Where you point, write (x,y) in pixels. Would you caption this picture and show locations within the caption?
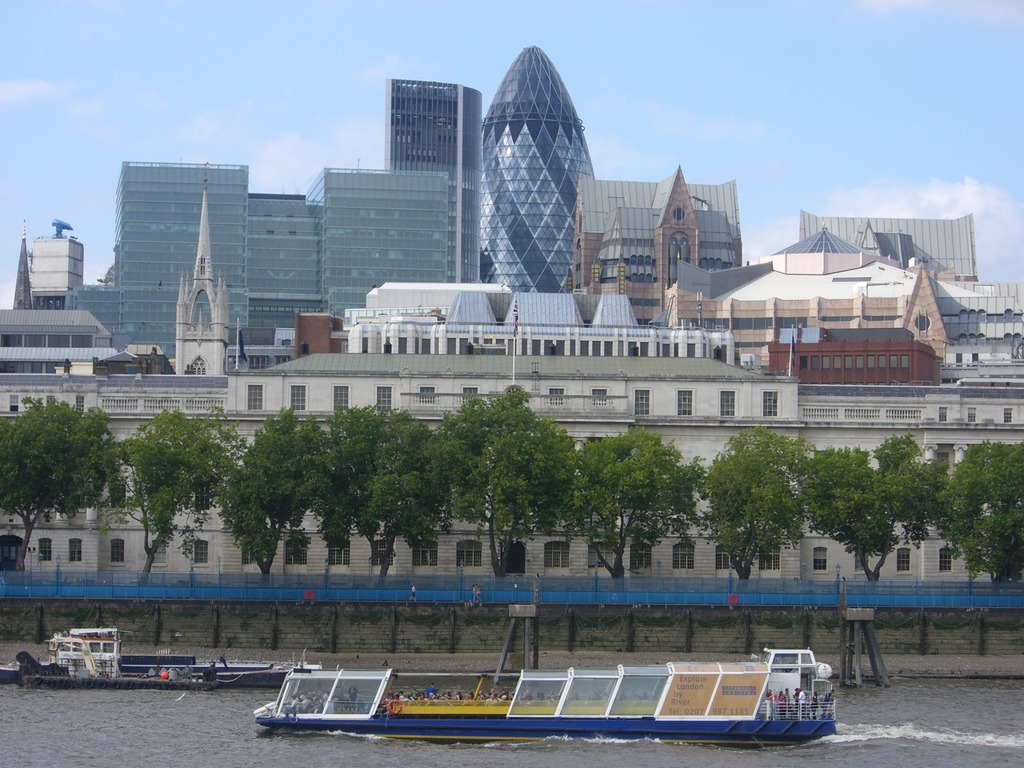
In this Image I can see the boats (386,716) on the water (219,728). I can see few people (415,695) are in the boat (333,716). To the side I can see the wall (348,628), railing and the many trees (412,537). In the background (588,429) there are many buildings (441,349) which are in white, grey and cream color. I can also see the sky (673,106) and clouds (895,196) in the back (774,206).
